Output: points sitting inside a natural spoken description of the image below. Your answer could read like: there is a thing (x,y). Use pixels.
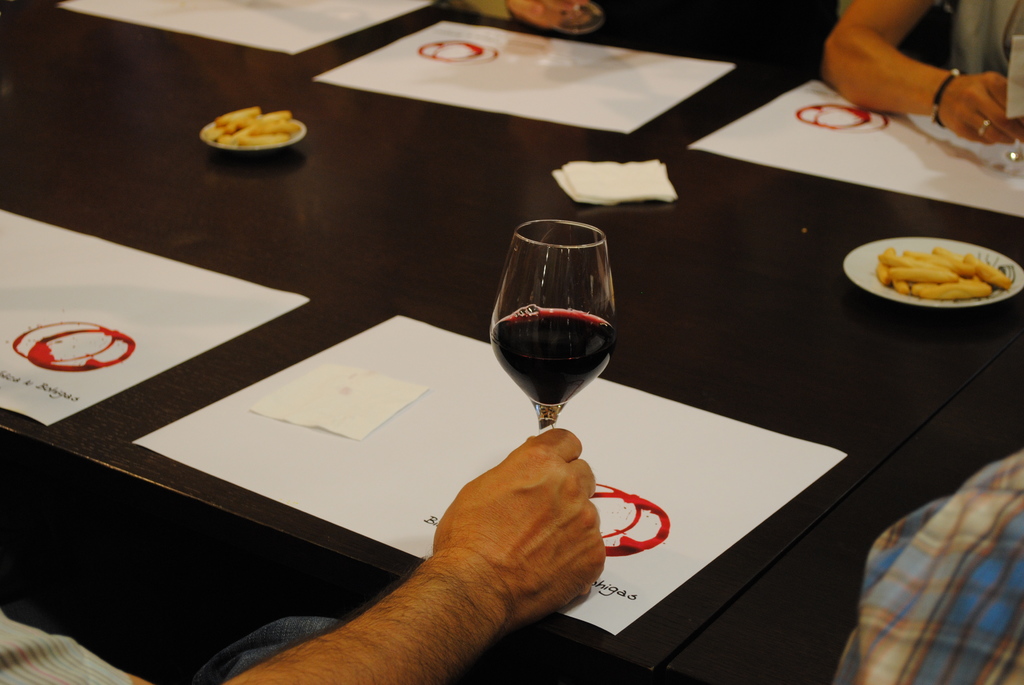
As we can see in the image, there is a table (232,232). On table (281,267) there are paper (470,90), plates (215,143) and a glass (560,304).
